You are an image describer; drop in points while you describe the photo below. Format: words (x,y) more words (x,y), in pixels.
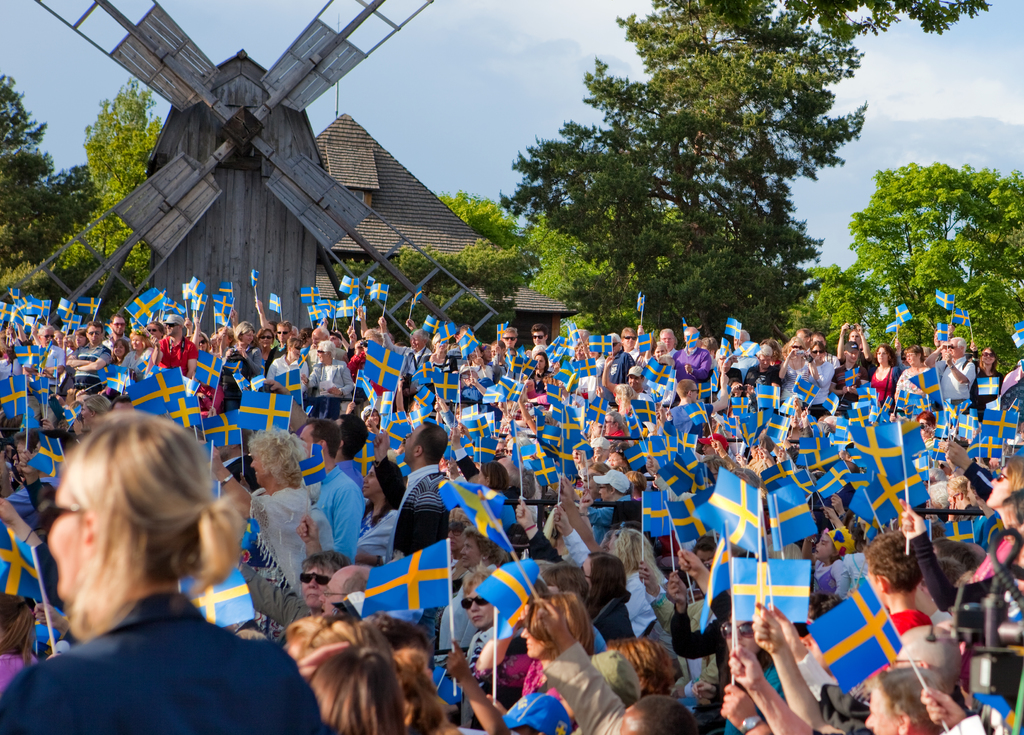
There is a huge crowd (383,551), all of them are holding their country flag (704,623) in their hand (670,597) and behind the crowd (163,348) there is a wooden fan (302,107) with four wings (302,100) and beside that there are many trees (802,260).
